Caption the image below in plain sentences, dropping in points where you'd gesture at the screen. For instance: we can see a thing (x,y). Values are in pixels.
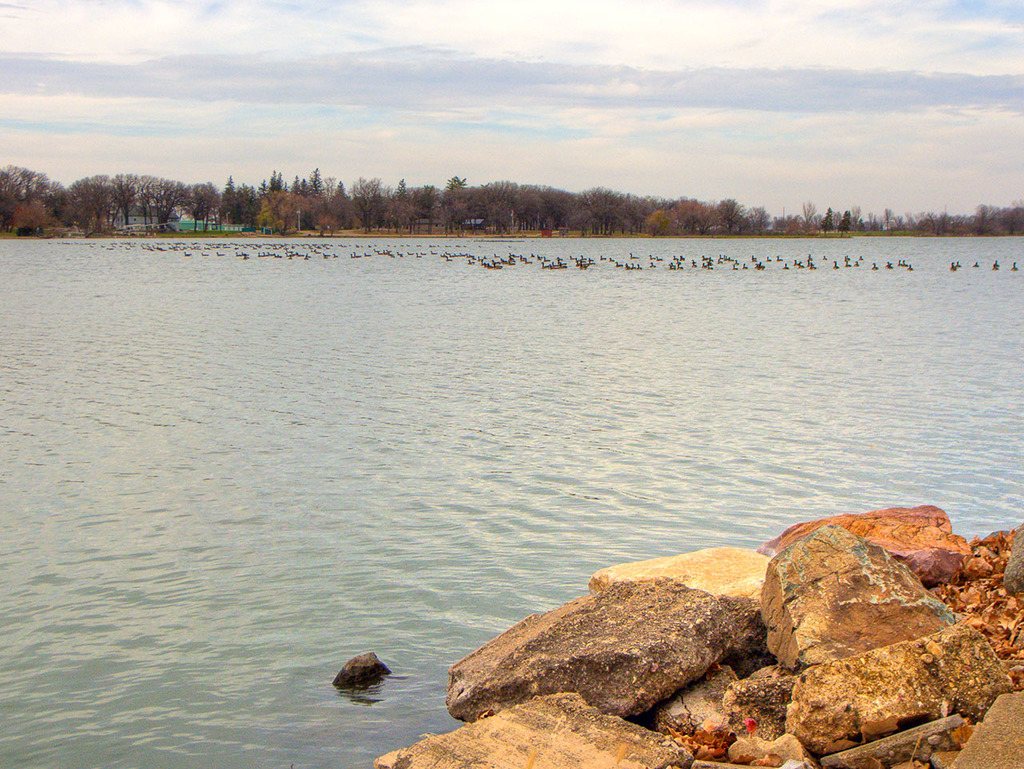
In this image, I can see the water (318,391) flowing. These are the rocks (799,606). I think these are the birds (334,256) in the water (472,252). I can see the trees (318,217). This is the sky (674,119).
